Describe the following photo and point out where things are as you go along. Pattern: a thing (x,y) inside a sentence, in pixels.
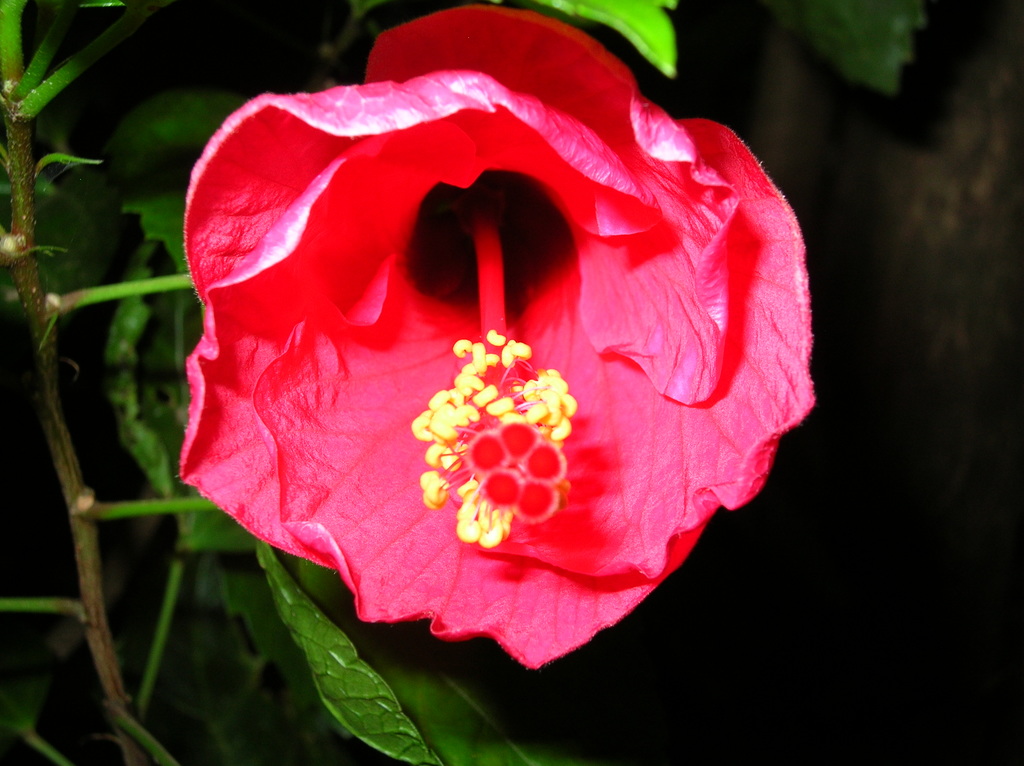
In this picture I can see a flower (555,250) which is of red and yellow in color and I see the leaves (84,226) on the stem (62,483).
